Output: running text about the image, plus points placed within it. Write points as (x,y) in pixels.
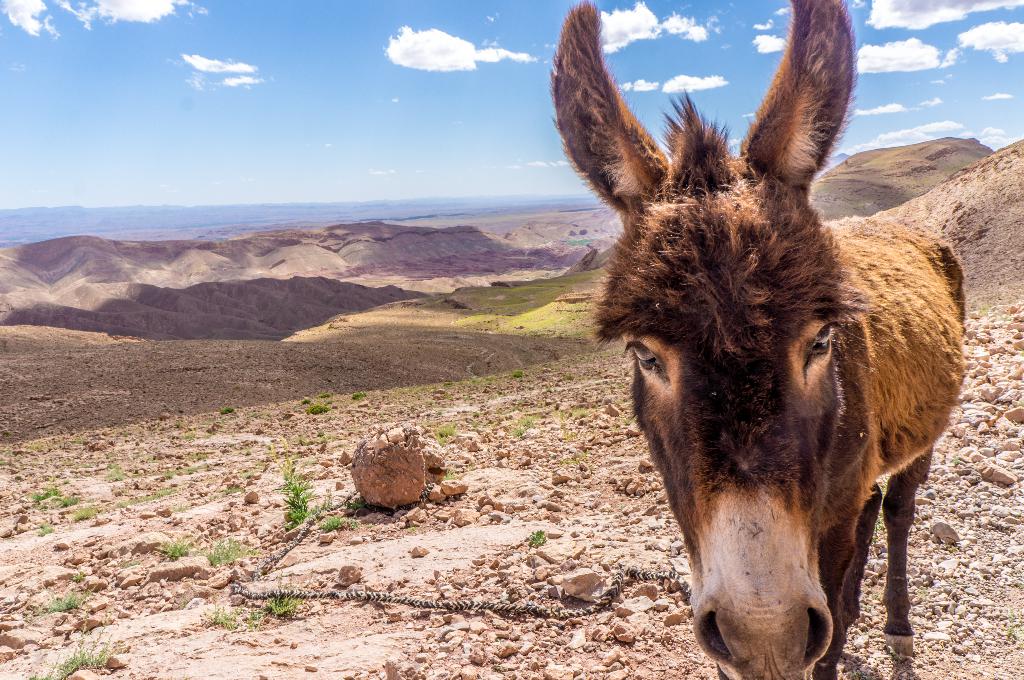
In this image I can see a brown colour donkey (697,376) is standing. I can also see stones (462,591), a rope (329,591), grass (298,502) and in background (428,159) I can see clouds (21,11) and the sky (251,136).
